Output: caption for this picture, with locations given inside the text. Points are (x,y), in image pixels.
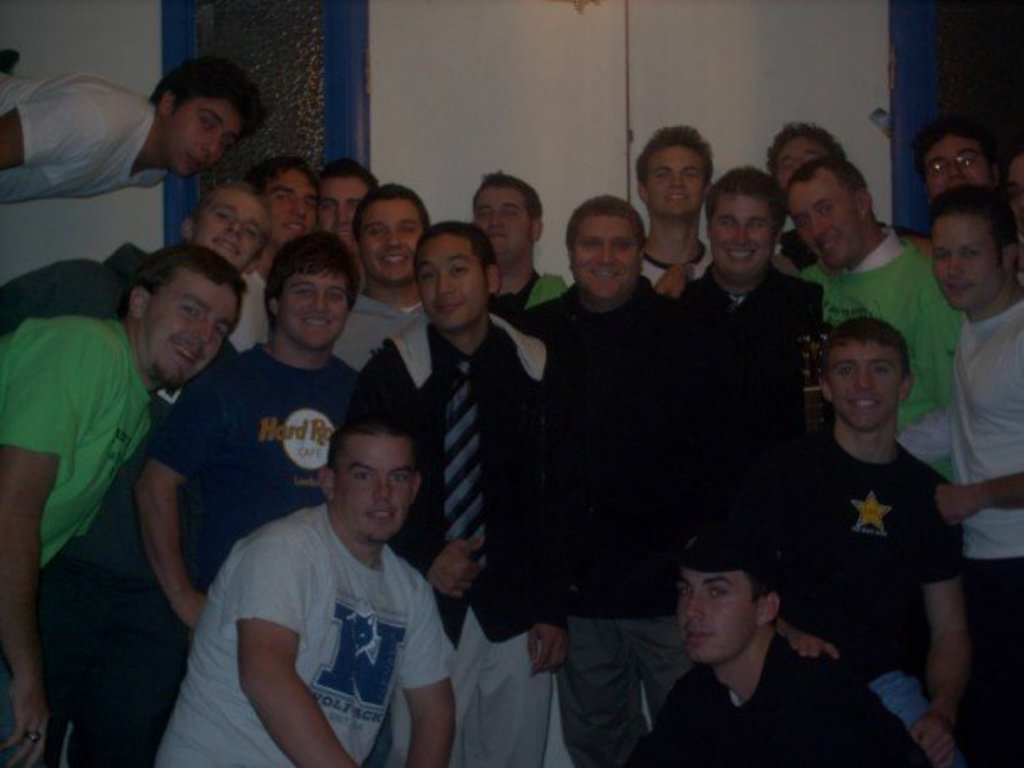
There is a group of persons (363,400) standing as we can see in the middle of this image (429,363). There is a wall (455,114) in the background (545,122).
